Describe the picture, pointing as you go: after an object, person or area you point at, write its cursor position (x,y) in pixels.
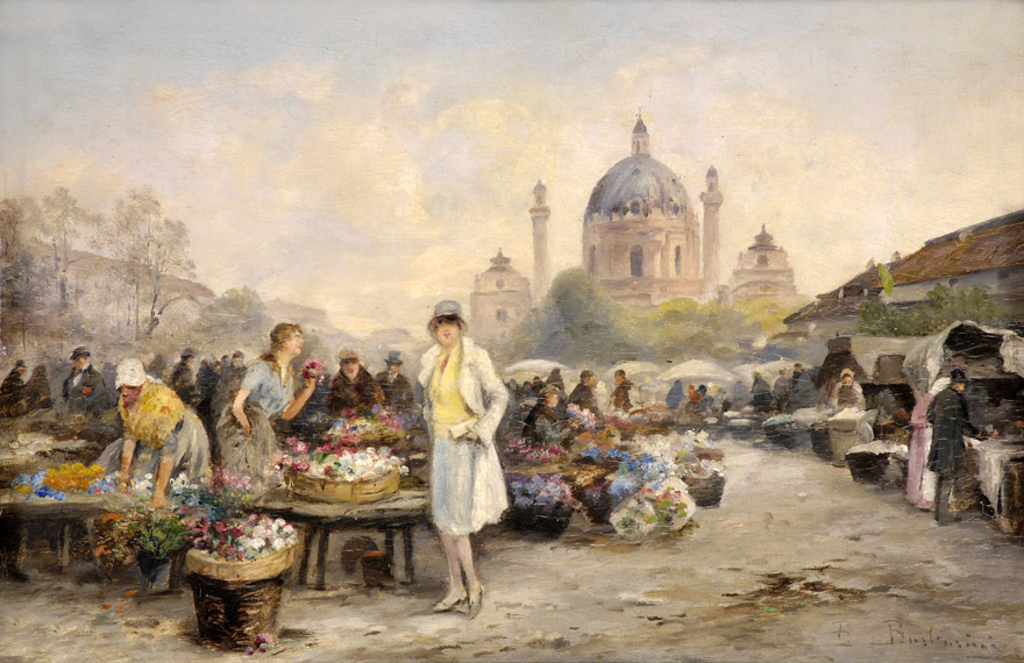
In this image I can see a art. I can see few baskets (279,556) with few flowers (252,554) in them, a woman (483,424) wearing yellow dress (442,395), white jacket (475,384) and white skirt (458,470) is standing and few other persons (255,418) standing. I can see few benches (322,502) and few flower bouquets (620,474). In the background (184,295) I can see few trees (179,283), few buildings (541,261) and the sky (423,101).
